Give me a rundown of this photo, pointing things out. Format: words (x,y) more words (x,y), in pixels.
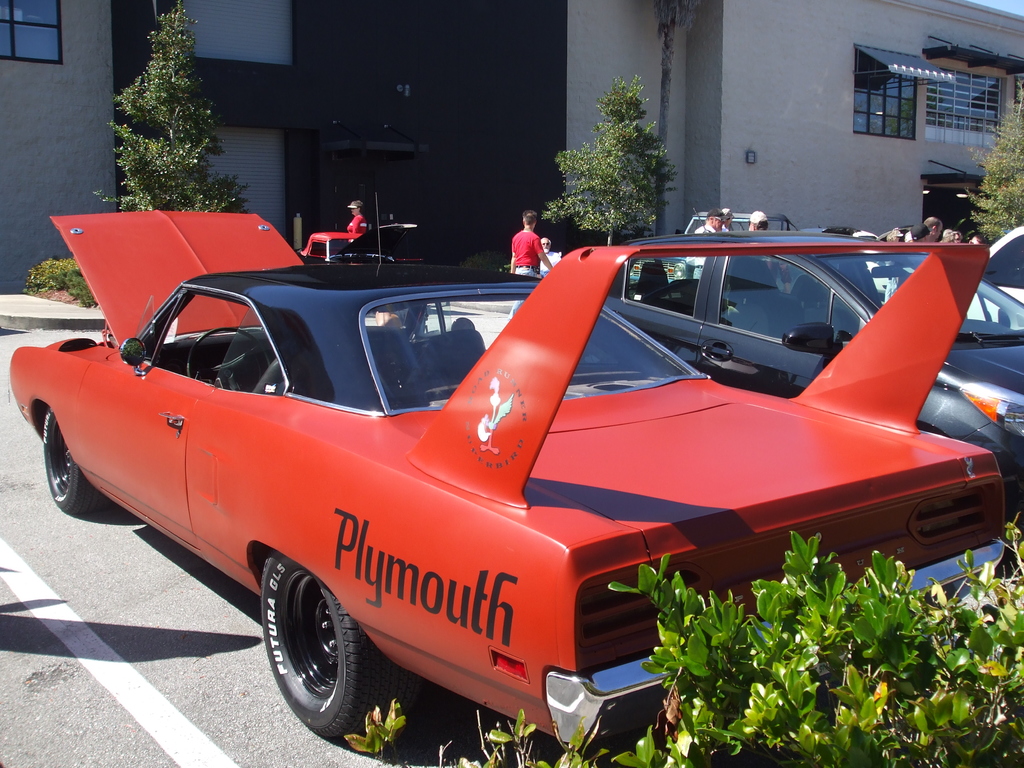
In the bottom right corner of the image (911,661) we can see some plants (667,672). In the middle of the image (641,263) we can see some vehicles (211,230). Behind the vehicles (199,234) few people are standing and walking. Behind them there are some trees (210,178) and buildings (294,3).
